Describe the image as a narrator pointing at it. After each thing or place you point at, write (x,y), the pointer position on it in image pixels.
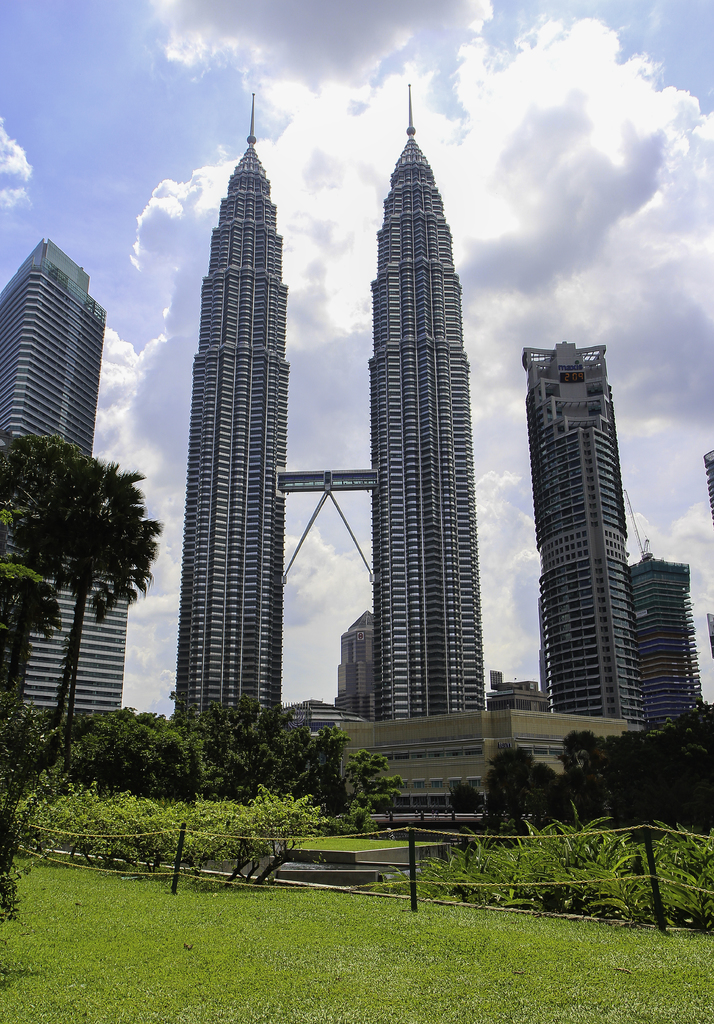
In this picture we can see the towers (256,363) and buildings (62,326). In front of the buildings (391,547) there are trees (213,751), plants (178,802), poles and grass (162,887). Behind the buildings (201,475) there is the sky (313,336).
